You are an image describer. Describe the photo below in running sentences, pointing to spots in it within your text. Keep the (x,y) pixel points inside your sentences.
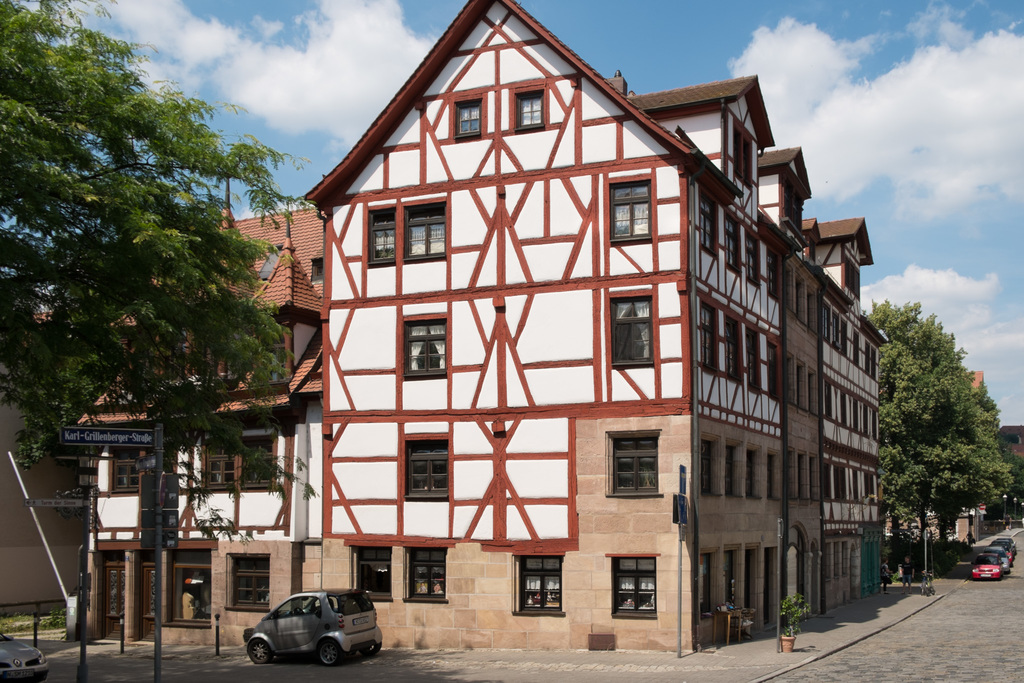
In the center of the image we can see few vehicles (329,664) on the road (117,676). In the background (348,21) we can see the sky (745,25), clouds (973,86), trees (141,170), buildings (388,330), windows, poles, grass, one plant pot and a few other objects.
